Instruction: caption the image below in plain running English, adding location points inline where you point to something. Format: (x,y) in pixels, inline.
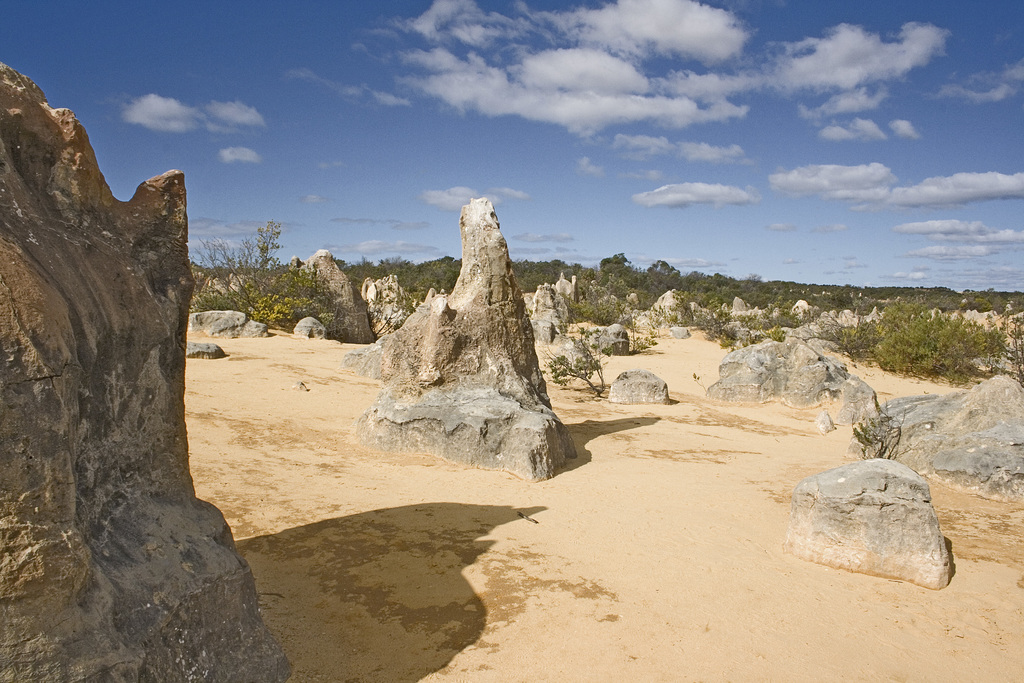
In this image I can see few rocks (432,297) and trees (741,292). The sky (542,176) is in blue and white color.
